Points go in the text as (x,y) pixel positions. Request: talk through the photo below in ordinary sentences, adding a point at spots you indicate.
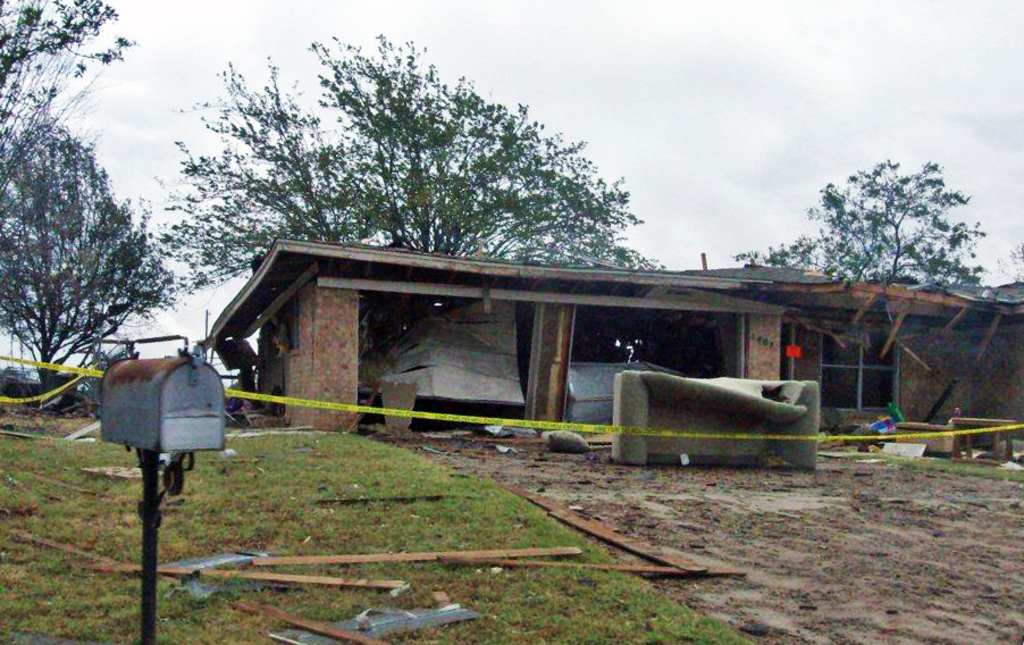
In the image in the left (141,517) there is a letterbox (197,399). In the background (365,389) there are trees (361,237), building (384,351). There are few furniture (628,411) outside the building (868,418). There is a barricade (445,416) around the building (972,415). This is the sky (670,133).
